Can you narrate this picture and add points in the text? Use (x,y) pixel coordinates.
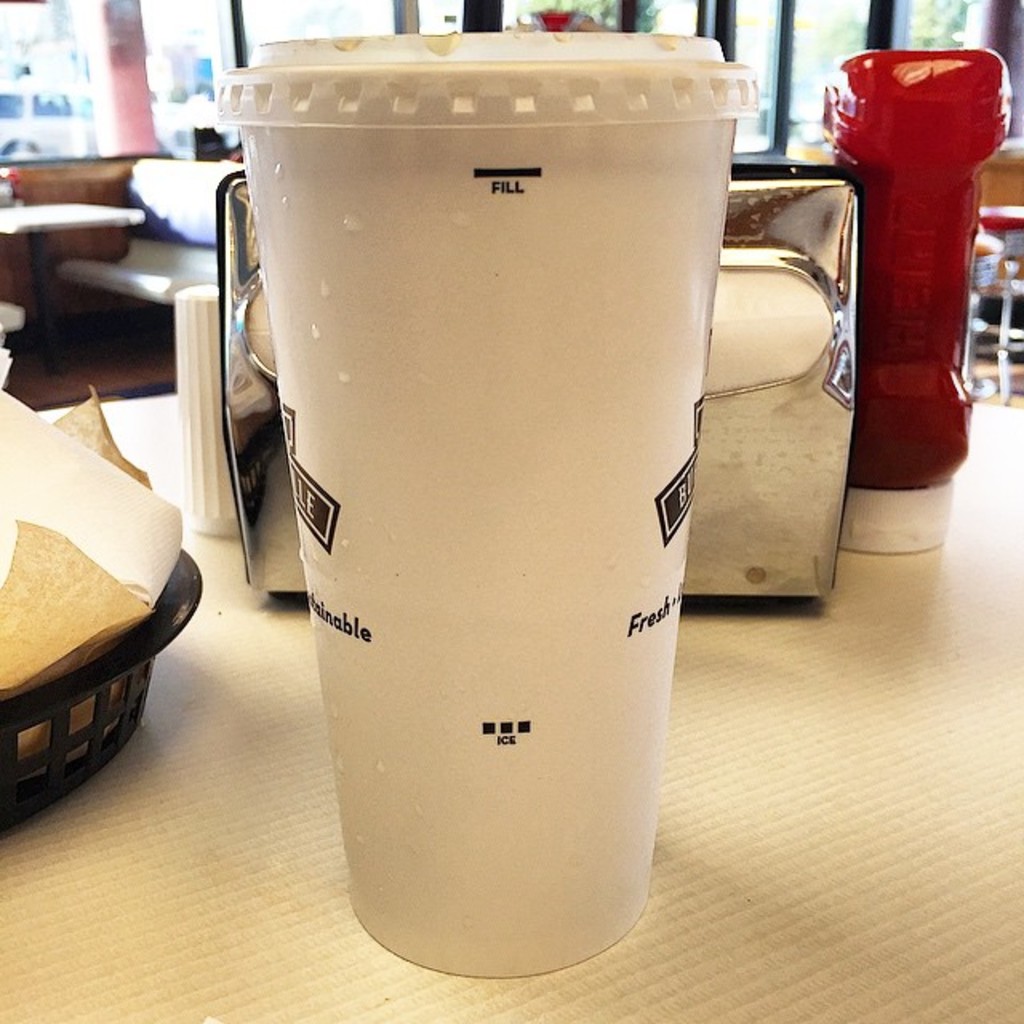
In this picture I can see a cup (536,360), napkin holder (809,171), bottle (914,150) and there is a basket (98,702) with papers (62,445) on the table (887,606), there is another table (37,221), there are chairs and a seat (160,171), and in the background (138,156) there are windows (165,103).
